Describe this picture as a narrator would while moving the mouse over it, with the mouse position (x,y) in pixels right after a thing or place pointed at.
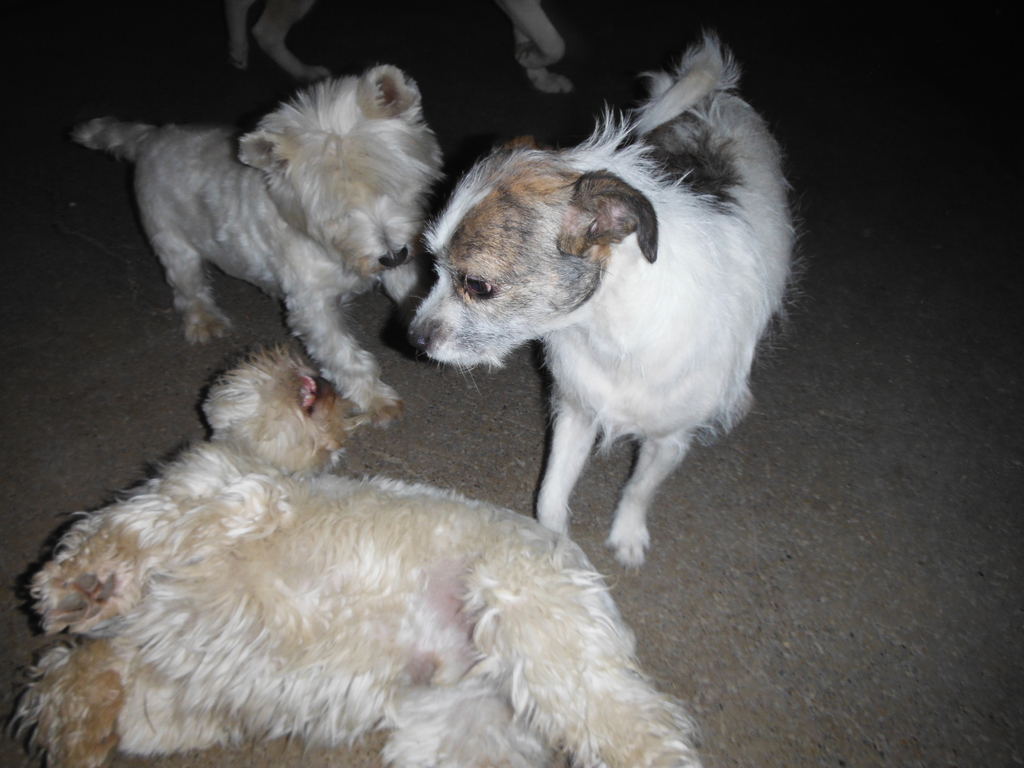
In this image, we can see some small puppies (599,651).
